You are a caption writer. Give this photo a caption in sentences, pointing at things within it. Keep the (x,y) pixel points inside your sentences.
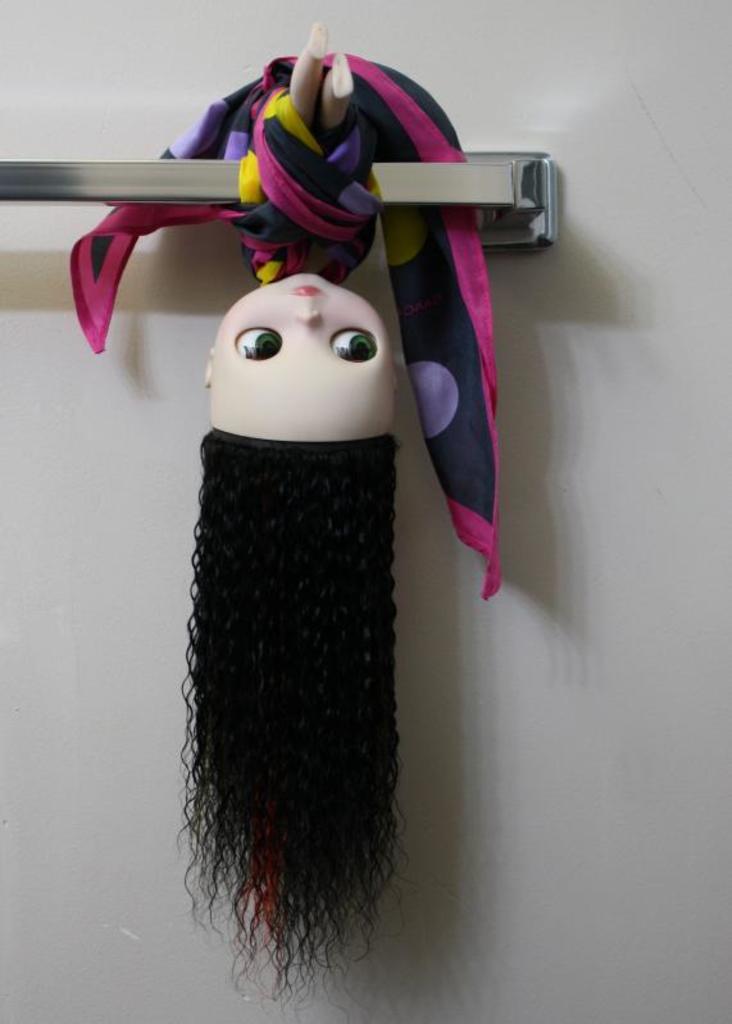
In this picture there is a doll (360,431) which is hanged from a rod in the center of the image (386,385).
